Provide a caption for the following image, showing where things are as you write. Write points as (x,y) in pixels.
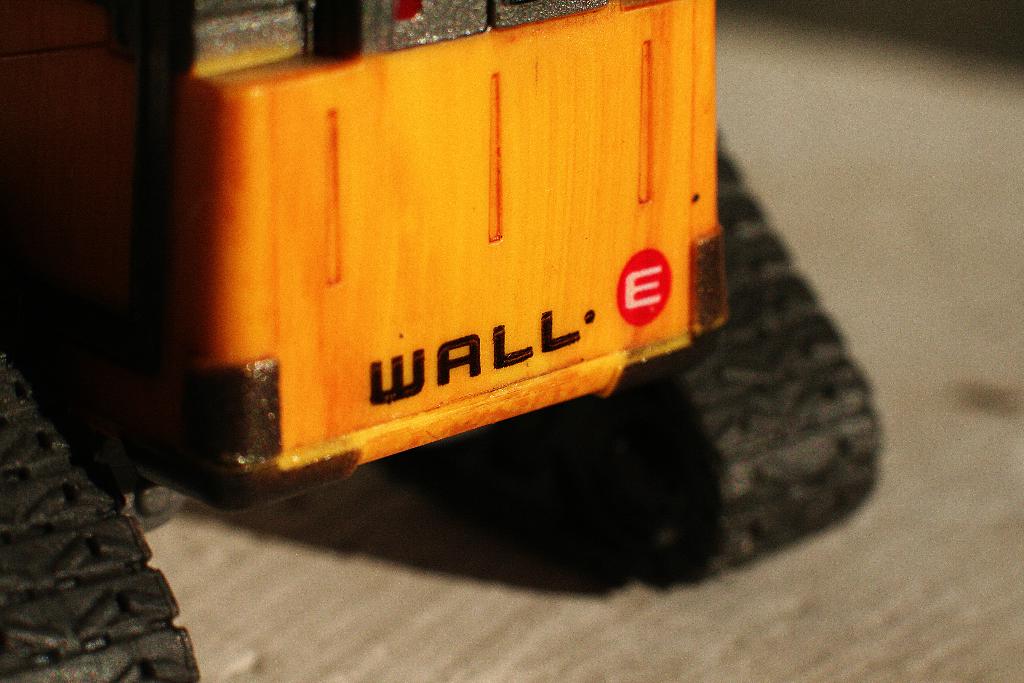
In this picture there is yellow color WALL-E robot toy (675,395) placed on the table top (688,590).
